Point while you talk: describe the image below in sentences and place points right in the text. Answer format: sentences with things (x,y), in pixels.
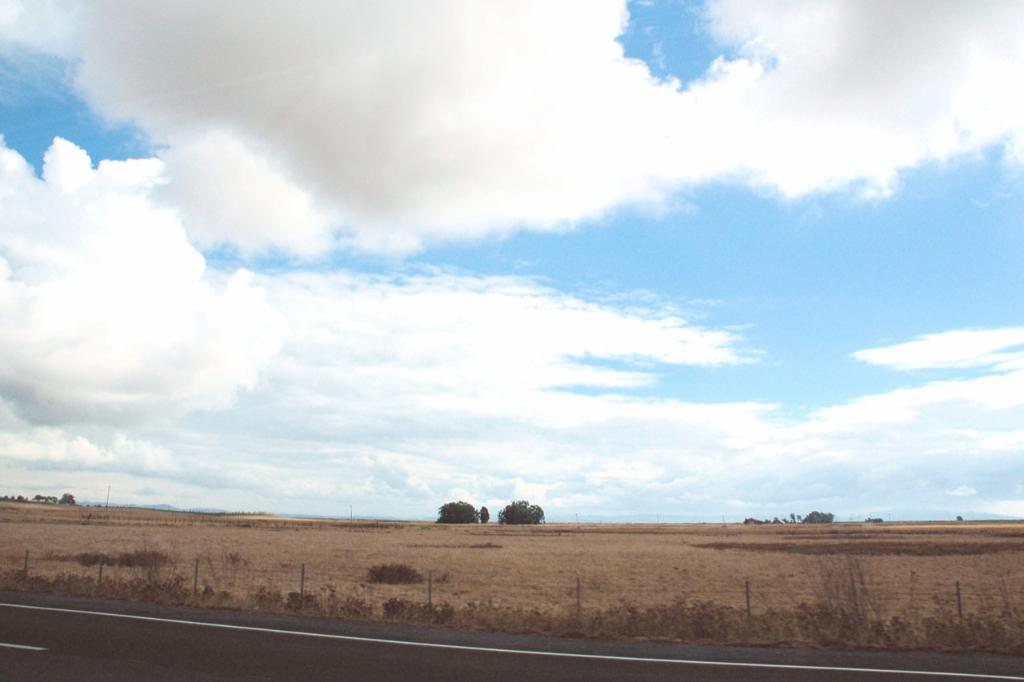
In the picture I can see trees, fence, white lines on the road (395,663) and grass (636,566). In the background (459,341) I can see the sky (444,385).
